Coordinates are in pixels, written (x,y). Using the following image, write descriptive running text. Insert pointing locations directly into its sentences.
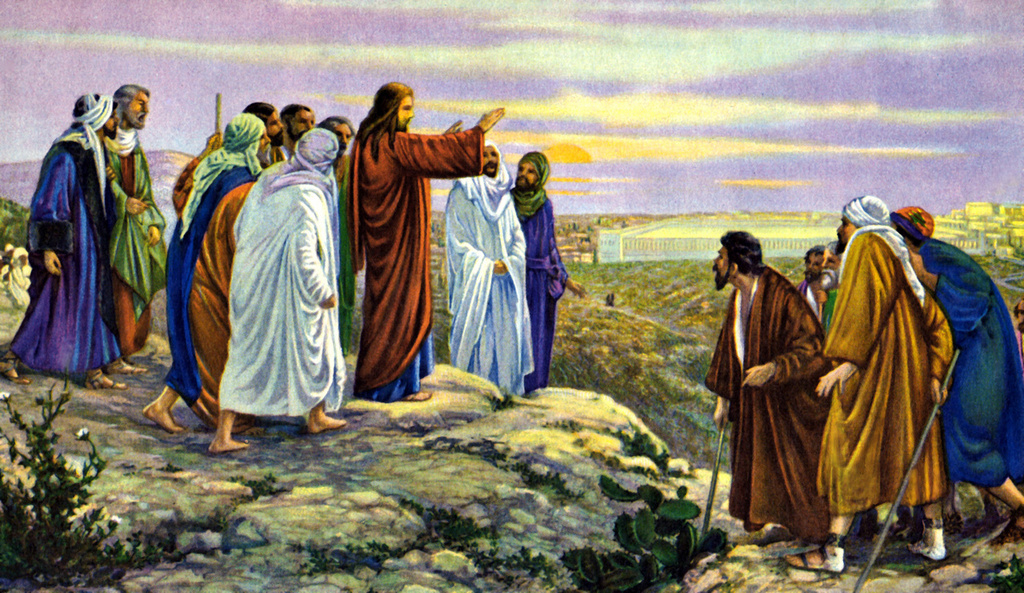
In this image we can see a painting picture of few people (549,254) standing on the ground (475,466), some of them are holding sticks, there are few plants (644,557), buildings (966,233) and the sky (207,64) in the background (595,47).
